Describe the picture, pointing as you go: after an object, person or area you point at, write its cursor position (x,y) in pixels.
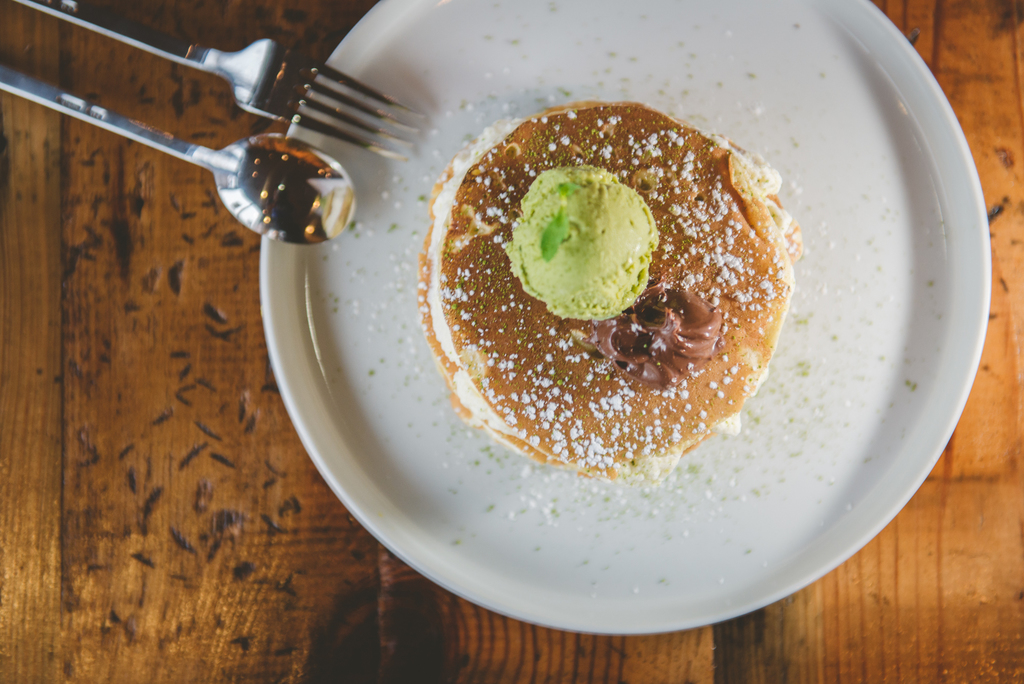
In this image there is a table (1021,442), on that table (207,103) there is a plate (376,426), in that plate (835,278) there are pancakes (757,295) and a fork (237,90) and a spoon (199,160).
